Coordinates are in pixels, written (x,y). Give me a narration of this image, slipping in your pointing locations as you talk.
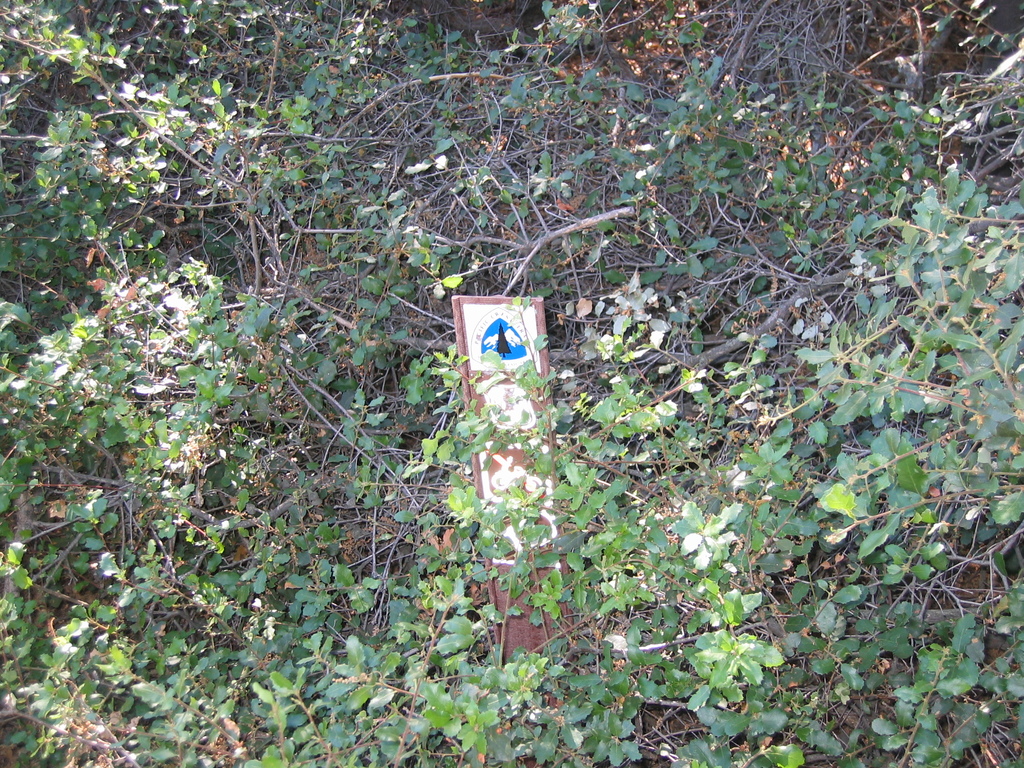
In this image we can see a wooden board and plants (154,445).
